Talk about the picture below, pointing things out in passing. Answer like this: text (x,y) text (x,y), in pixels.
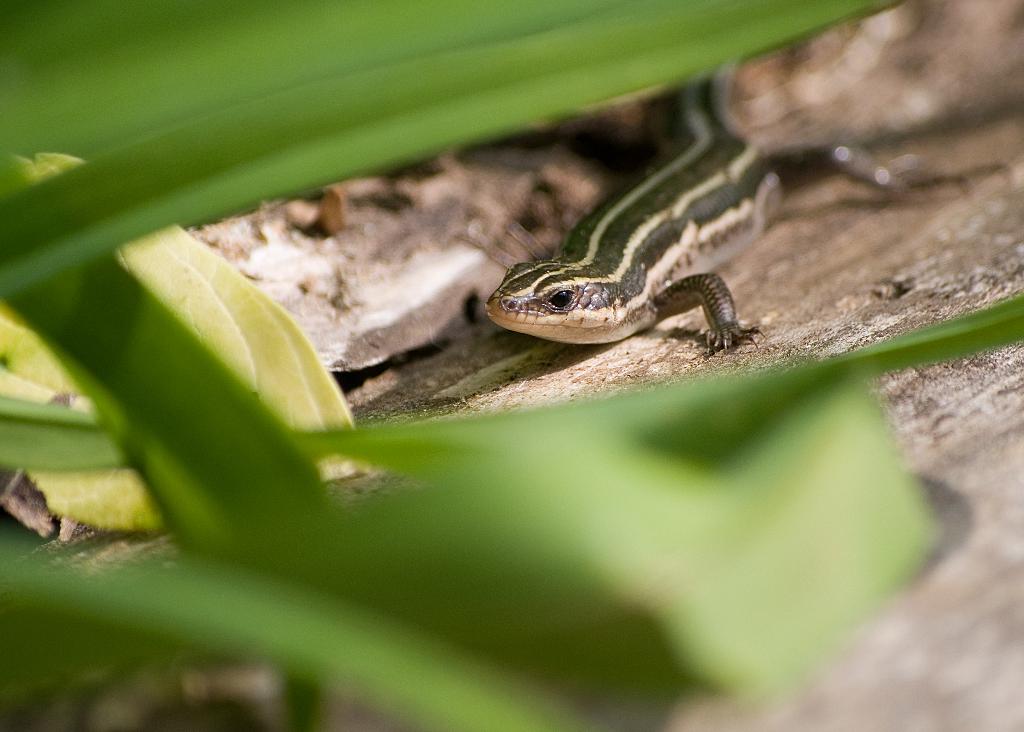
In this picture I can see a lizard (713,205) and few green color leaves (131,236).
